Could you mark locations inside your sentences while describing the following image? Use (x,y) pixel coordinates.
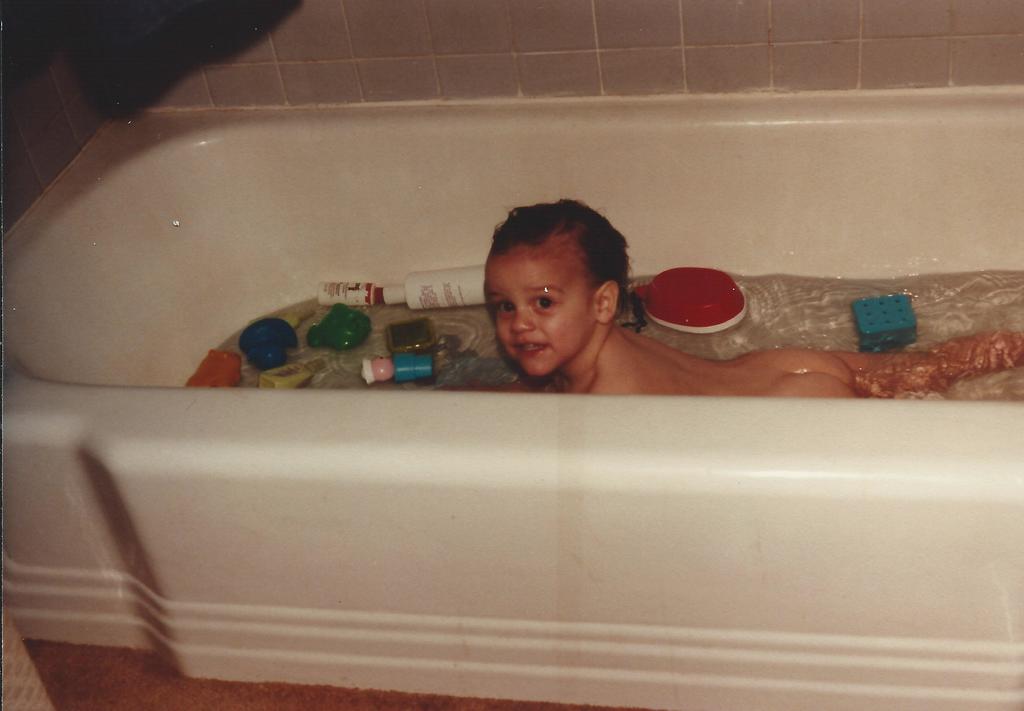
In this image I see the bathtub (462,191) and I see a baby (627,289) in the water (774,347) and I see few things (358,323) and I see the marble wall (574,61) in the background (399,30) and I see that it is black over here.
